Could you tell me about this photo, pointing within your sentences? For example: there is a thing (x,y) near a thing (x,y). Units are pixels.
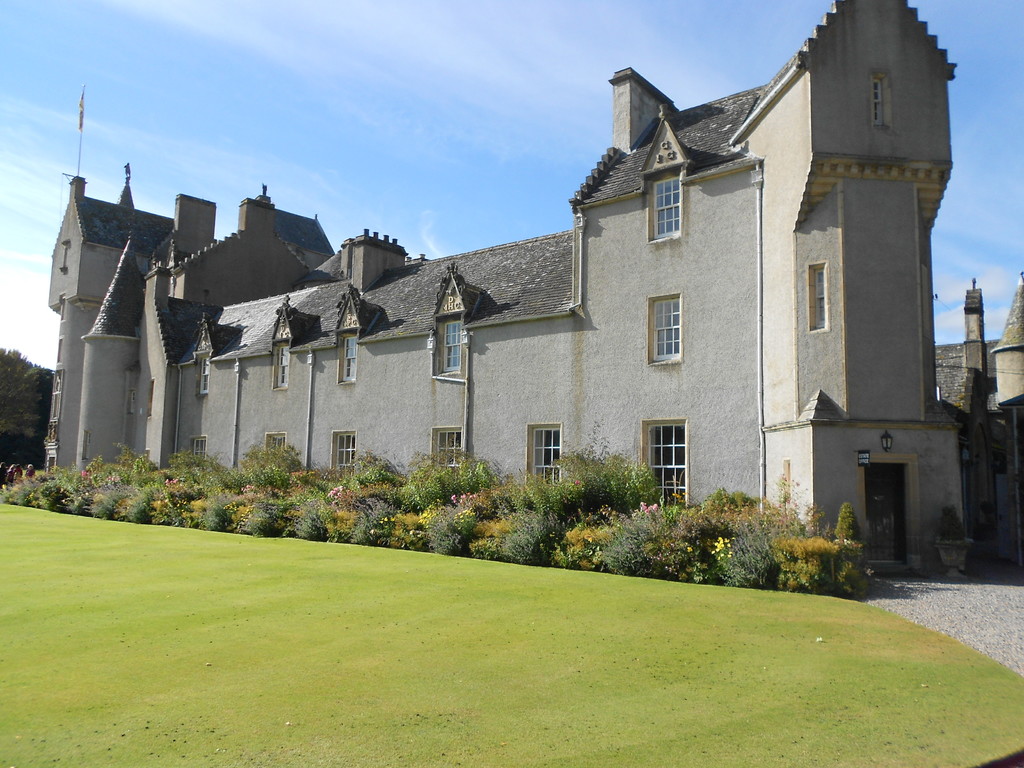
This is grass (154,647) and there are plants (350,517). Here we can see a building (597,260). In the background (528,222) there is sky (505,222).
